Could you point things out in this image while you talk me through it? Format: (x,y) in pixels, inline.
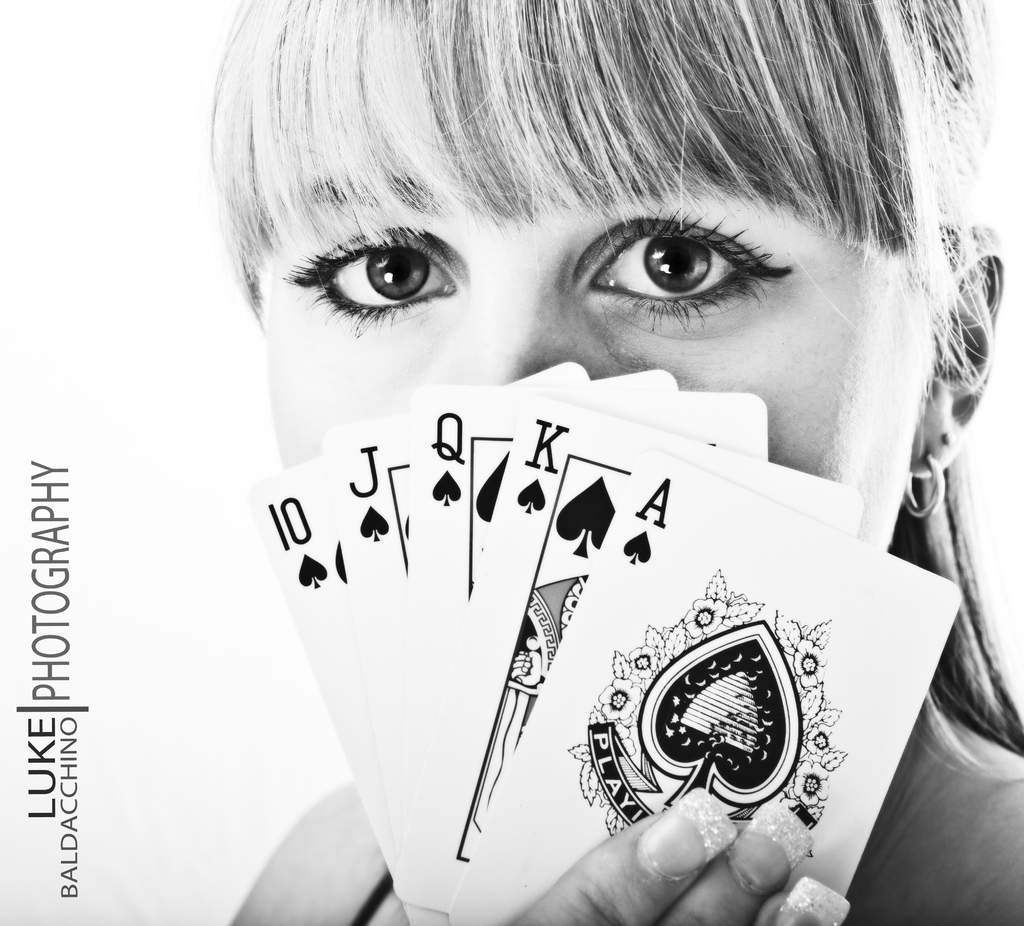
In this image there is a woman (930,438) holding cards (586,629) in her hand (665,891) and on the left side of the image (53,667) there is some text (30,705) written on it.
